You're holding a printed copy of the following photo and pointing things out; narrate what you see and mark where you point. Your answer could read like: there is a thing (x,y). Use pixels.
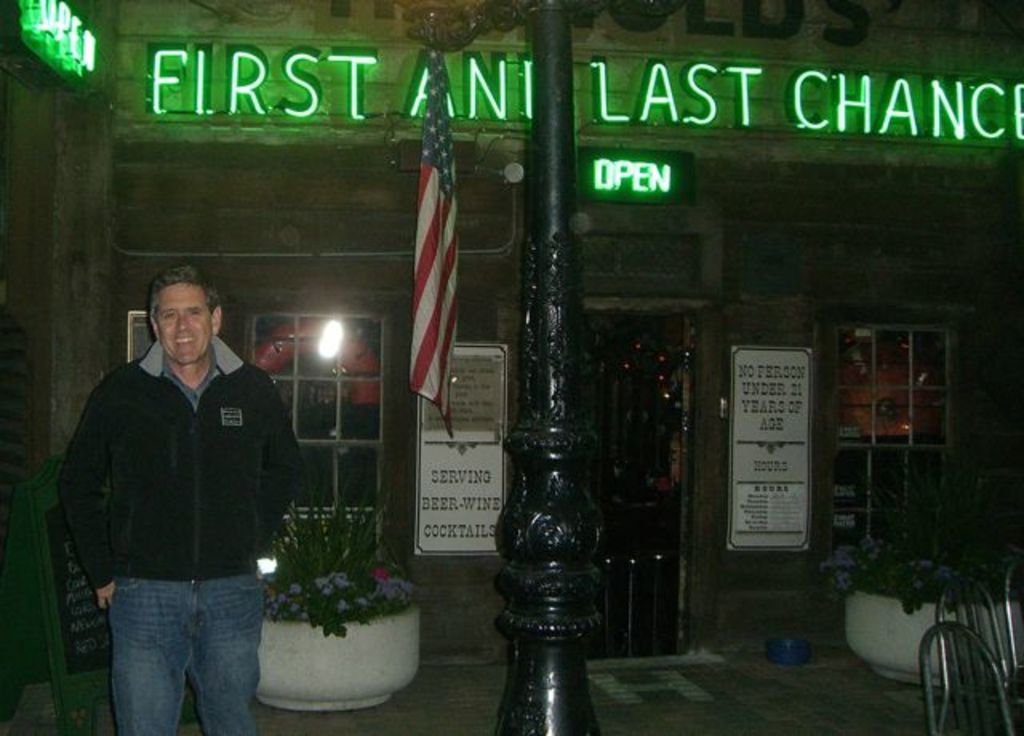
In this picture we can see a person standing on the ground (3,735) and in the background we can see houseplants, windows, flagpole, name boards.
